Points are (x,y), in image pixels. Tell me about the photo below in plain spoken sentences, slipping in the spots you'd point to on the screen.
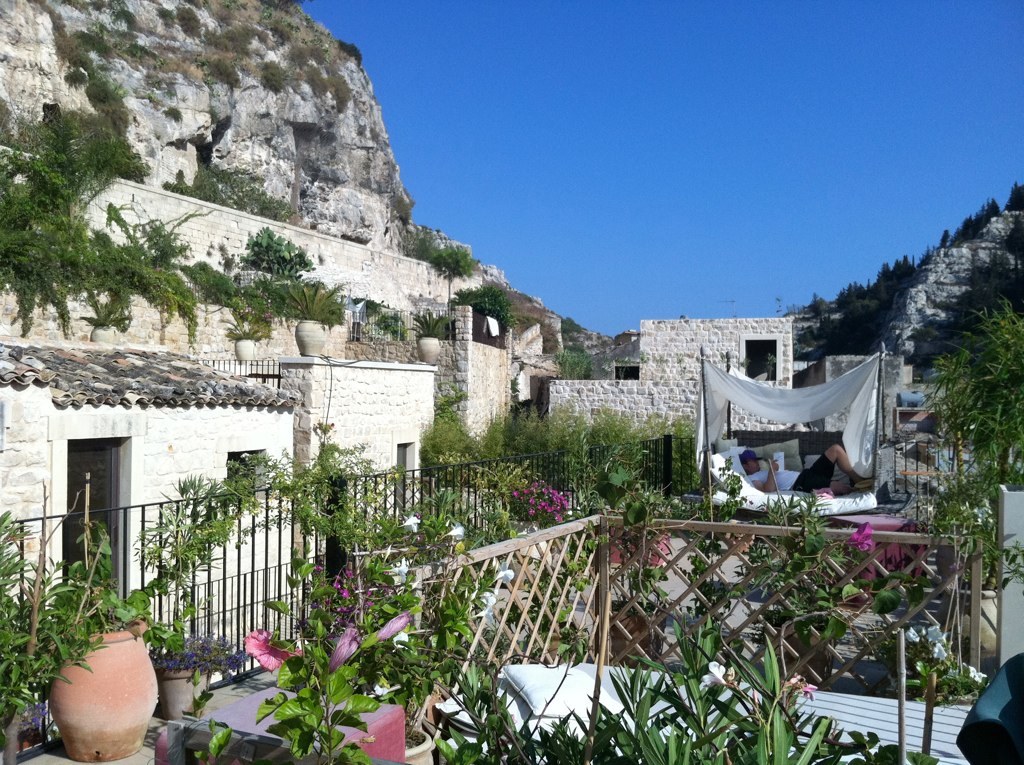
In this picture we can observe some plants (386,543) and railing (279,546). On the left side (114,651) we can observe a plant pot (86,686). We can observe a person (806,468) laying on the bed (723,449). In the background (15,185) there are trees (436,249) and a hill (173,106). We can observe a sky (638,192).
